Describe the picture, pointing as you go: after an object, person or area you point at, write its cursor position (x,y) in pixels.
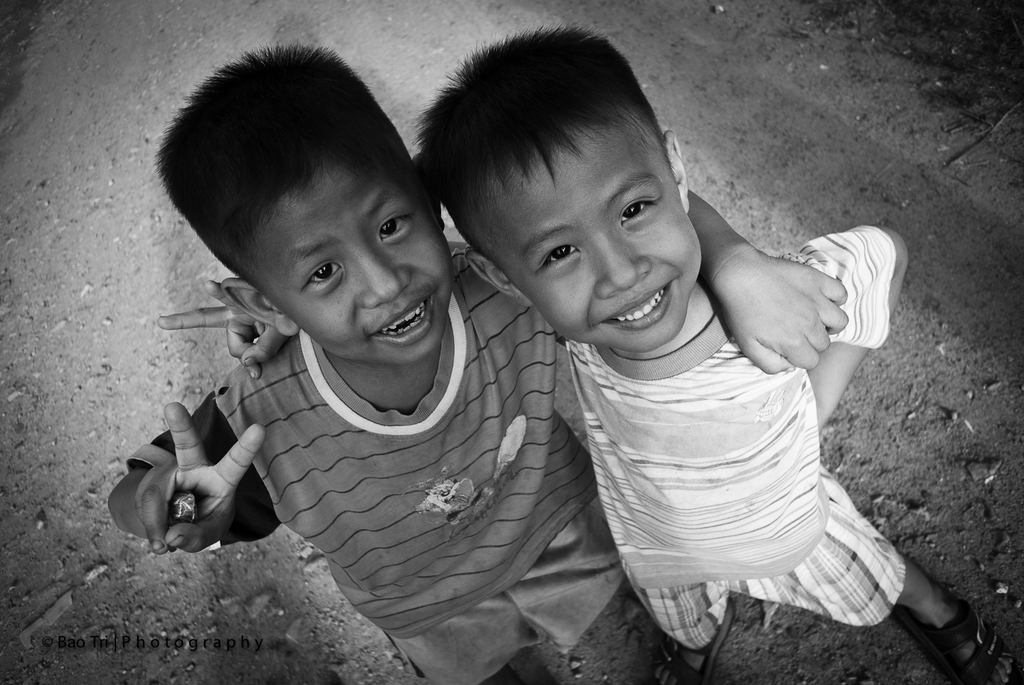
In this image in the foreground (517,425) there are two children (560,420) who are standing and smiling, and at the bottom (104,602) there is a walkway (900,516).
